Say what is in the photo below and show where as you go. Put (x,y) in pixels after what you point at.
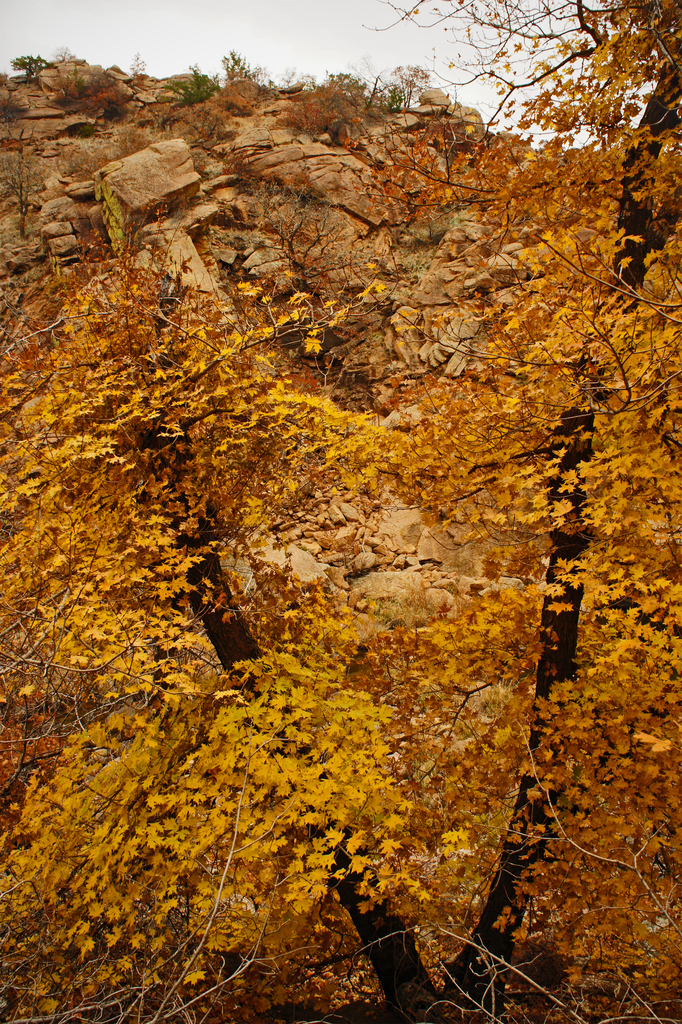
In this image there are trees (478,666) with colorful leaves (620,592). There are mountains (156,168). There is a sky (427,65).
